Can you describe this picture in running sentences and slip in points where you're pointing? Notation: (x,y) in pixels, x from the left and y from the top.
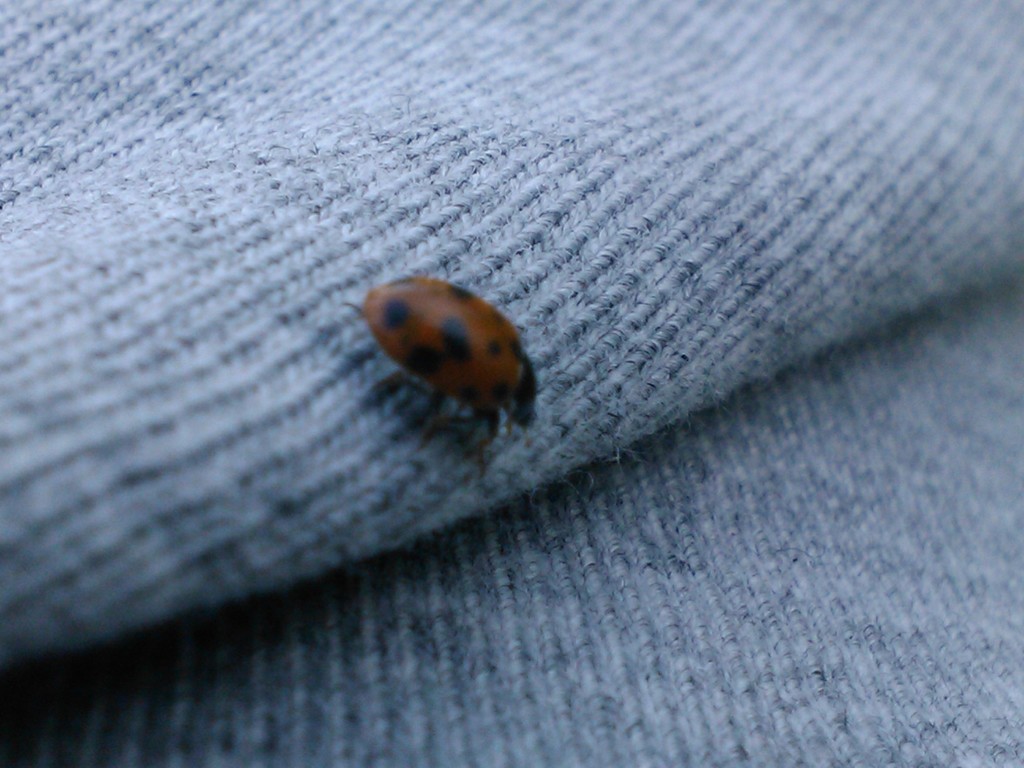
In this image we can see an insect (527,376). In the background of the image (643,340) there is an object (494,25).
